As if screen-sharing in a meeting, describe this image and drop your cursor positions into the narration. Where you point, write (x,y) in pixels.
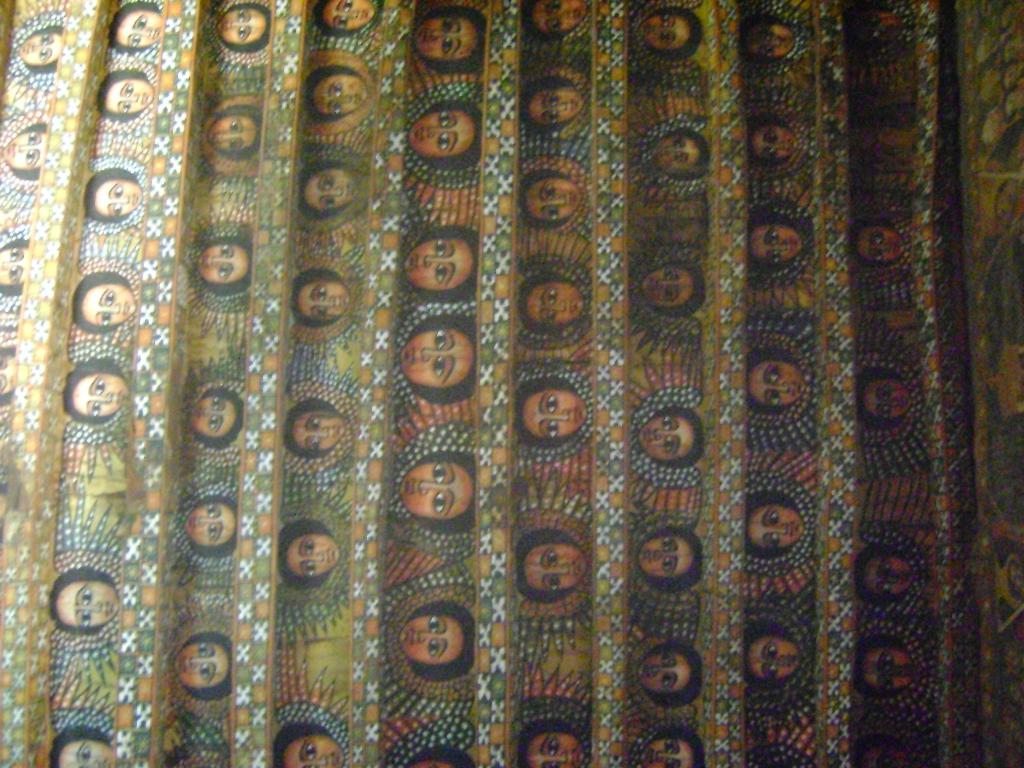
In this image I see a cloth (350,149) on which there are designs (661,387) and I see persons faces (93,288).
